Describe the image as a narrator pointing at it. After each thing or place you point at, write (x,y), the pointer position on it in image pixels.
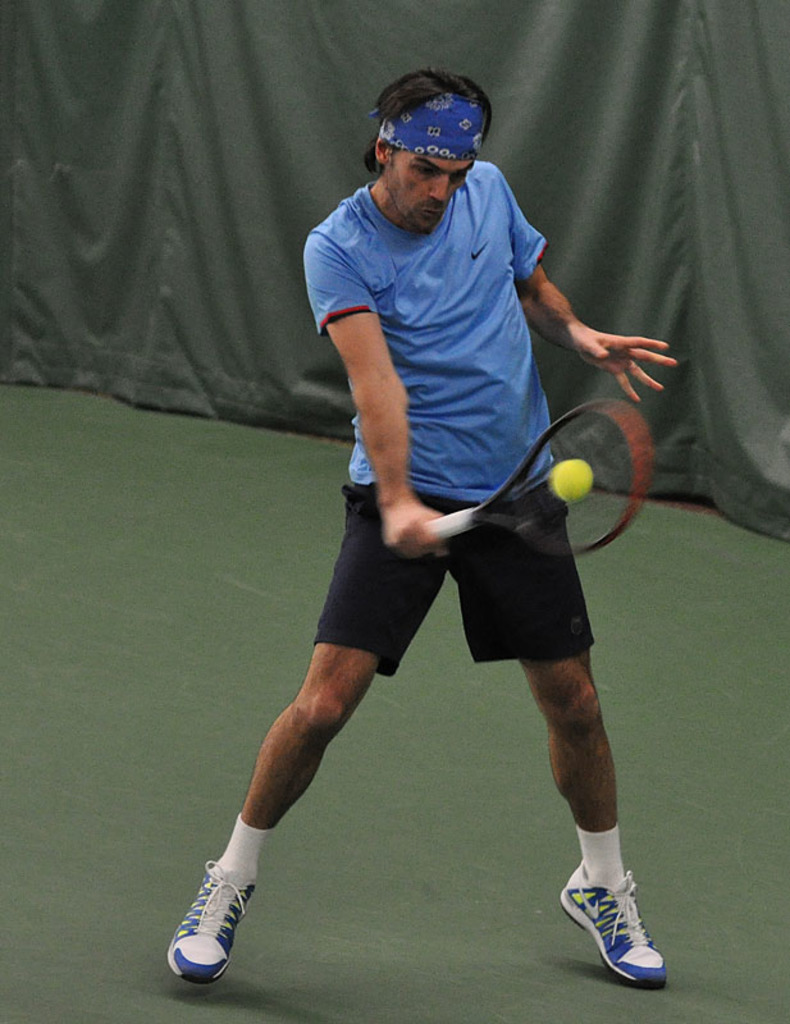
In this picture there is a man (468,306), holding a tennis racket (553,496) and hitting the ball (570,479).
